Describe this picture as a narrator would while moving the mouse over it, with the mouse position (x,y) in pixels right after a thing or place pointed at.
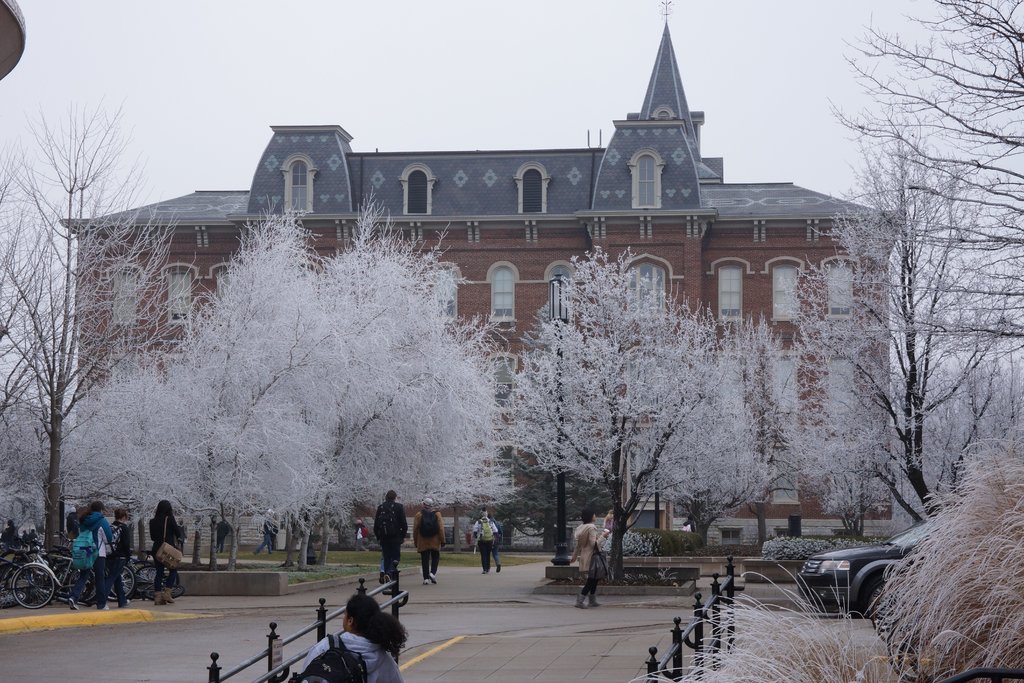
In the center of the image (406,229) there is a building (744,224). At the bottom (38,596) we can see people (434,549) and there are bicycles (71,574) and a car (813,591) on the road (502,592). There is a fence (658,666) and we can see trees (709,404). At the top (331,87) there is sky (446,59).
